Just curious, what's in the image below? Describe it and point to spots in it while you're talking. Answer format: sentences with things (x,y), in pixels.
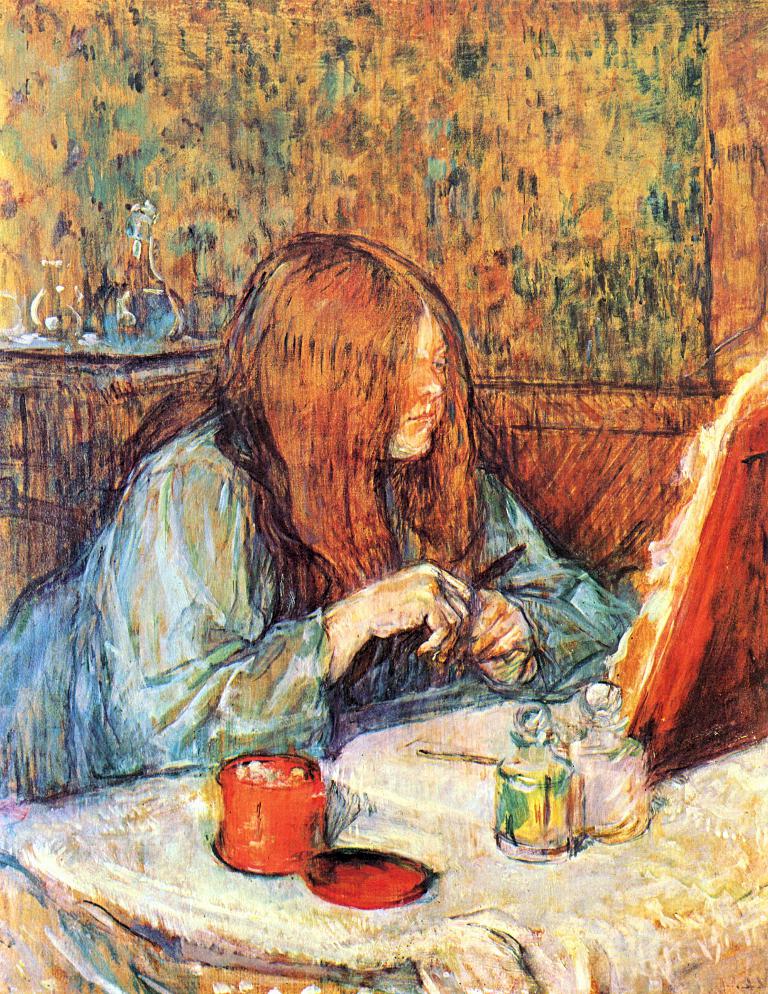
In this image there is a painting (328,522) of a girl (385,493), in front of the girl (576,632) there is a photo frame (726,478) on the table (461,769), beside the photo frame (717,578) there are a few objects (284,803), behind the girl (287,588) there is a table (108,398).
